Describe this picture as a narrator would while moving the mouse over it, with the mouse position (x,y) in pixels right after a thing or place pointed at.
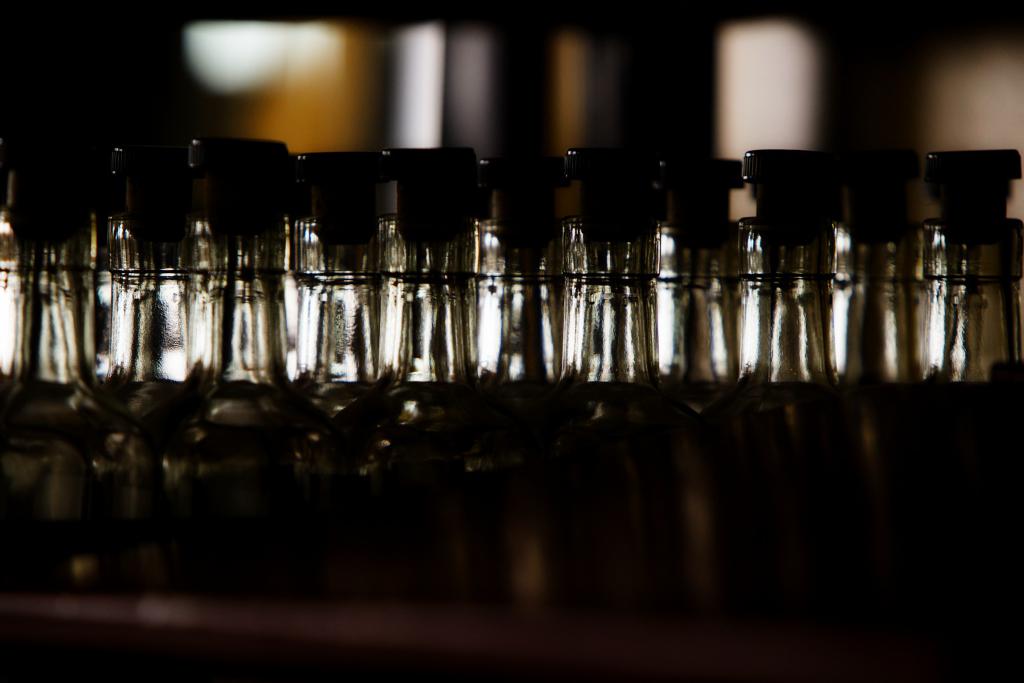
There are some bottles (436,314) in the dark.
